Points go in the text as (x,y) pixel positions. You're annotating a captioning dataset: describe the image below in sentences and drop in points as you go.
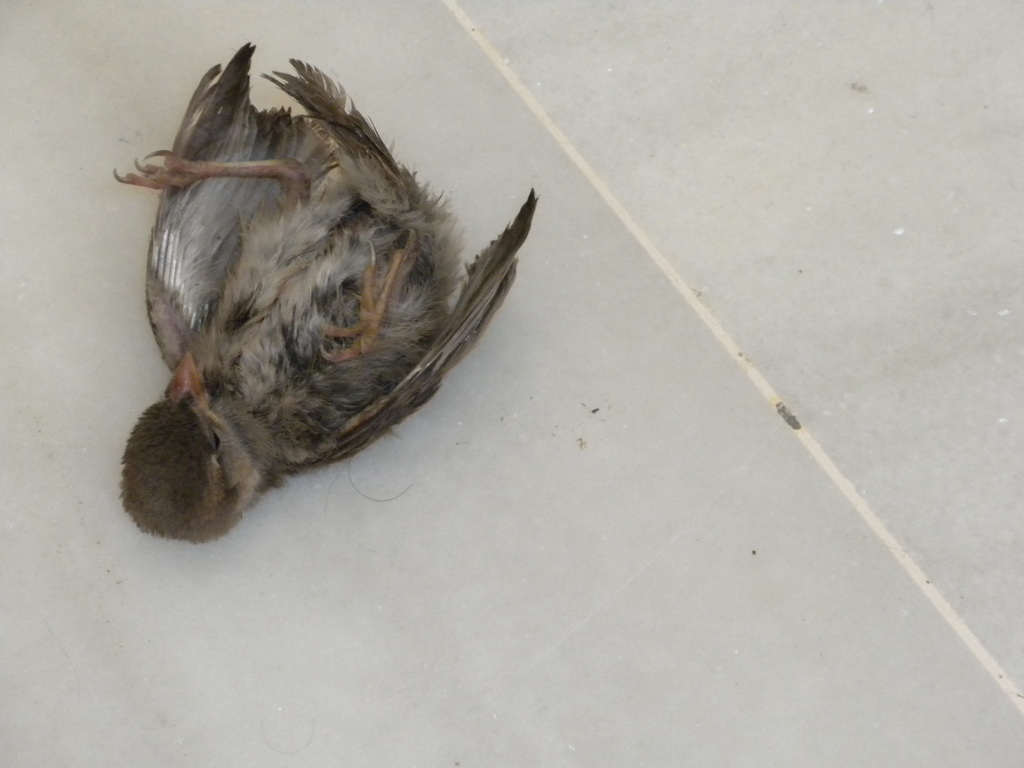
At the bottom of the image (547,585) there is a floor (397,532). The floor (496,462) is white in color. In the middle of the image (448,328) there is a bird (249,462) on the floor (279,539).
